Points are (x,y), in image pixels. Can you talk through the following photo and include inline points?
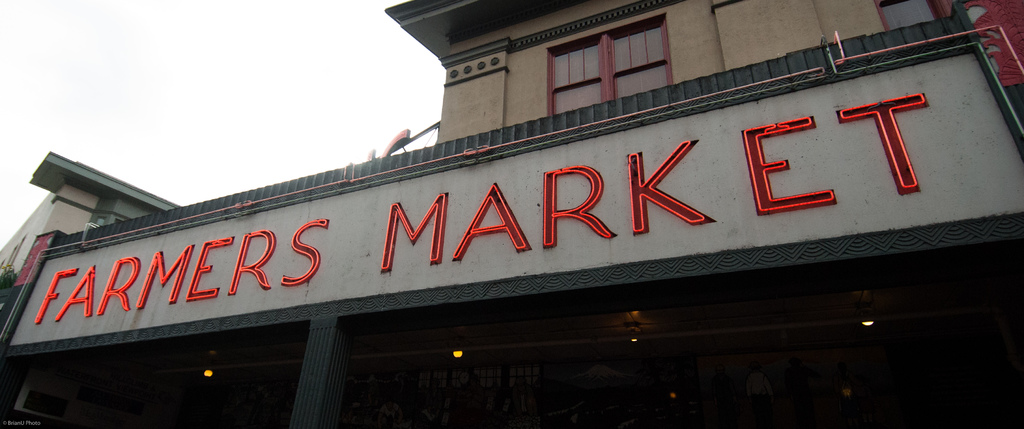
In this picture, we see a building (297,322) and a hoarding board (136,262) with text (63,309) written as "FARMERS MARKET". At the bottom of the picture (388,368), it is dark and at the top of the picture (312,79), we see the sky (308,125).
